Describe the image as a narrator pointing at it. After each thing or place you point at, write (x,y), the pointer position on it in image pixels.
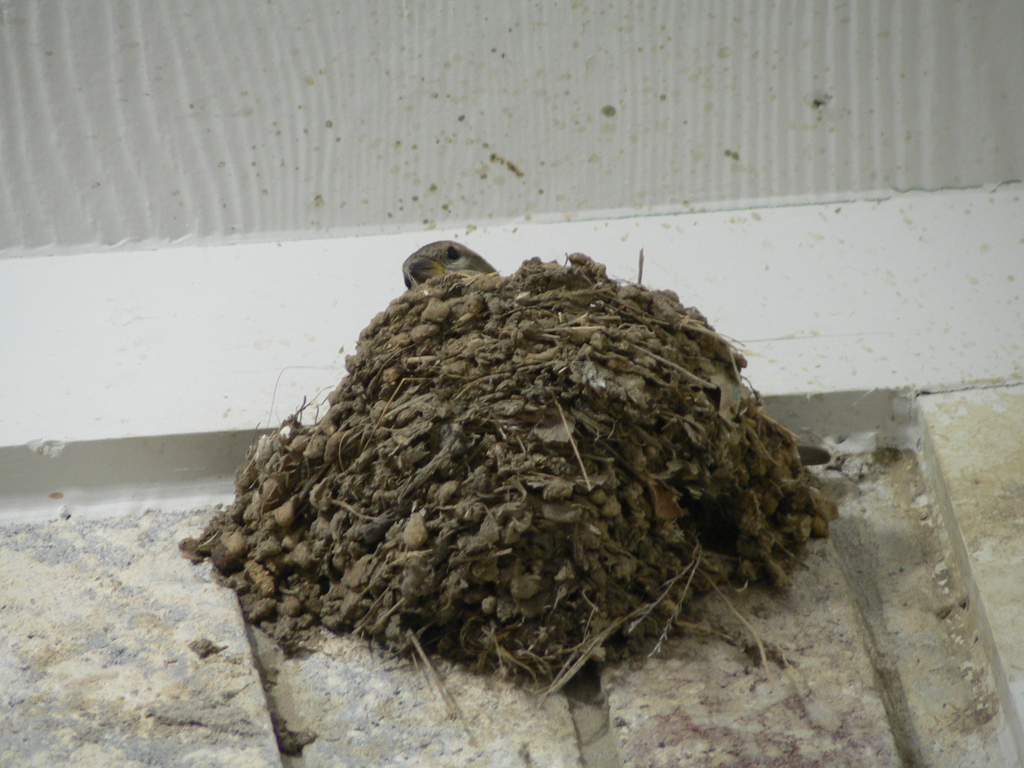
In the center of the image (651,465) we can see one bird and one bird nest (615,531). In the background (583,183) there is a wall (657,73) and a few other objects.
